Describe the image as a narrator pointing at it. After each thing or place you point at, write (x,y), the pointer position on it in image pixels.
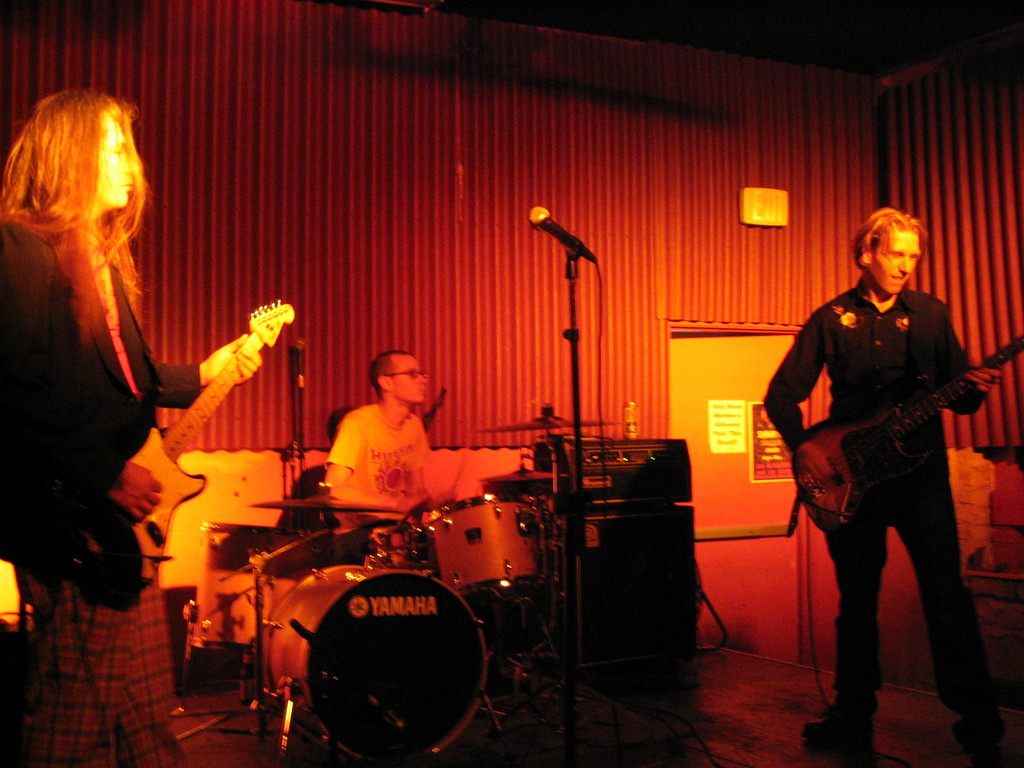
Here is the women (130,459) and the man (892,508) standing and playing guitar (146,517). I can see another person (403,474) sitting and playing drums (433,589). This look like some electronic device (648,460). This is a water bottle (634,434). This is the mic (575,249) attached to the mike stand (580,550). This is the door (737,456) with some posters (731,432) attached on it. This is the exit board (773,226).
